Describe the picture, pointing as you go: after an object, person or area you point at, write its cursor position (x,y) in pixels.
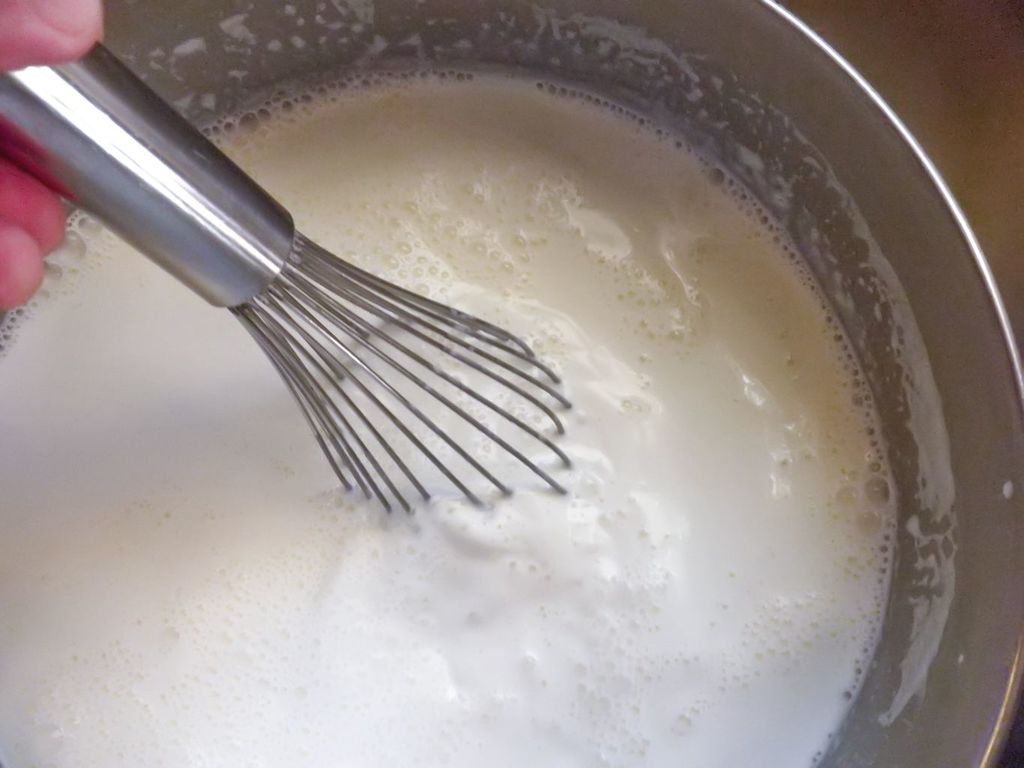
In this image there is an egg beater (301,369) in a liquid (575,284) in a bowl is held in a person's hand (8,229).
